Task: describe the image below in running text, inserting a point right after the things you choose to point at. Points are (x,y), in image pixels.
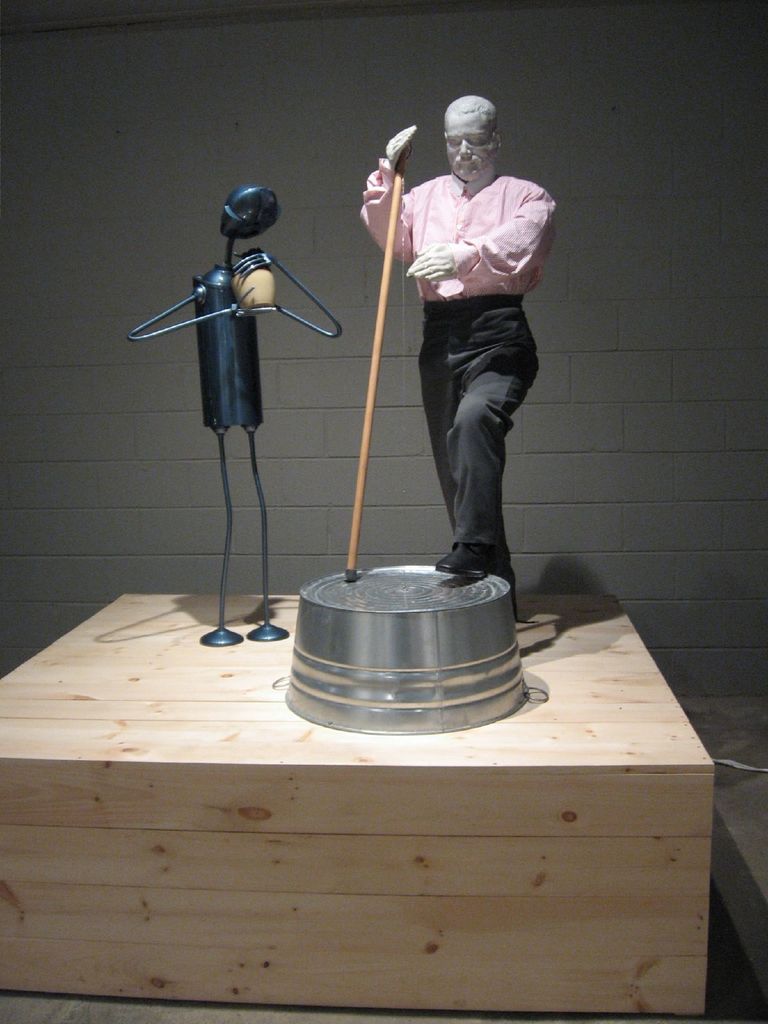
In this image, we can see show pieces (459,517) on the wooden block (451,791). Here we can see the surface (754,962). In the background (658,618), there is a wall (410,411).
